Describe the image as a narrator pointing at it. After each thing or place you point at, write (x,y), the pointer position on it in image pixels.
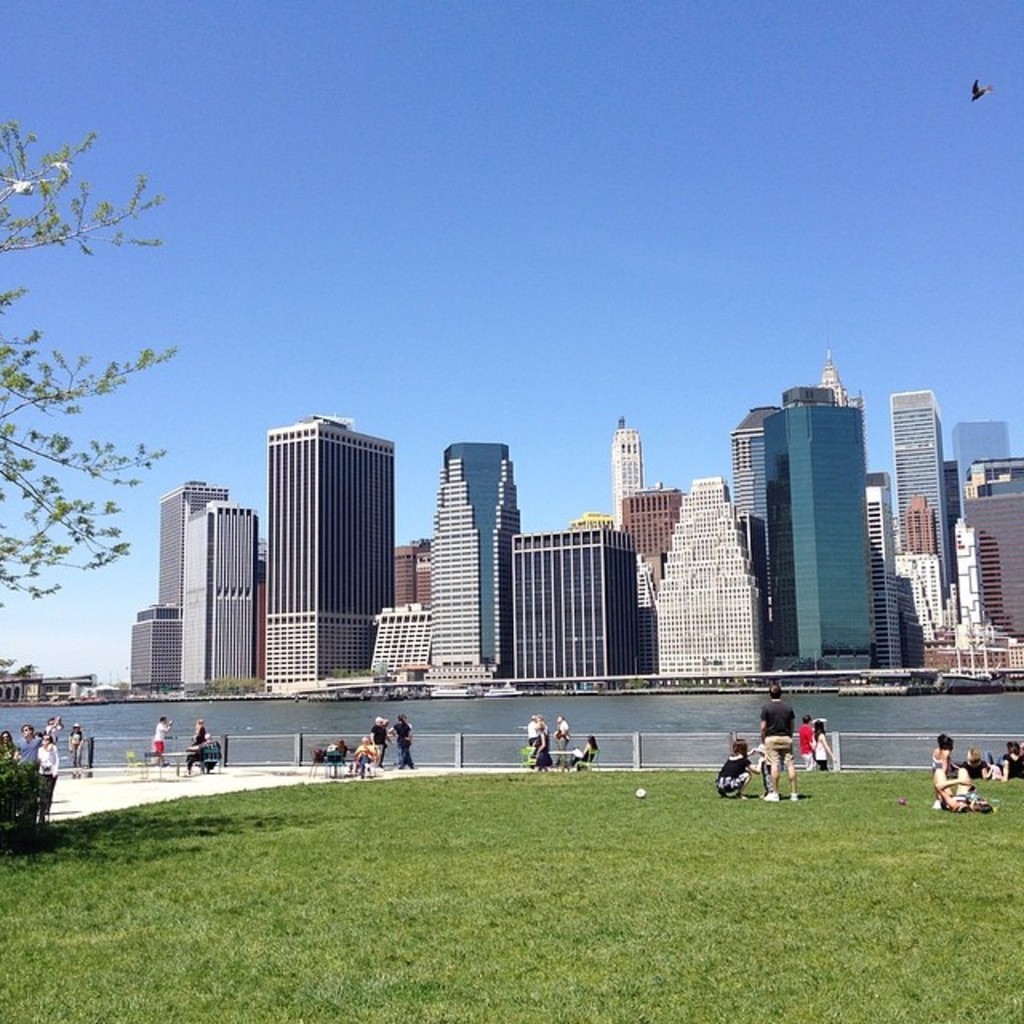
In this image in the center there are some people (25,744) standing, and some of them are sitting. And at the bottom (158,852) there is grass (73,856) and plants (37,815), on the grass (905,787) there are some persons (996,777) sitting and in the background (422,718) there is a river (604,712), buildings (359,464). At the top (736,170) there is sky (773,152) and one bird (971,99) is flying.
